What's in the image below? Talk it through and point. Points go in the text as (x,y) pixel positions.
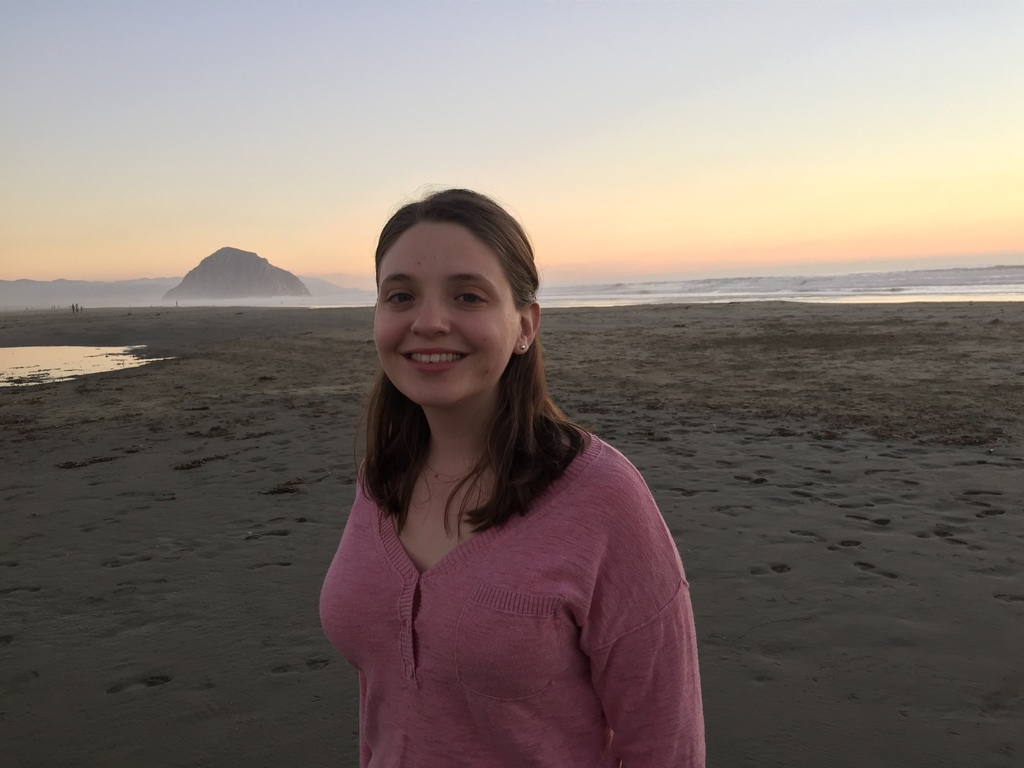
In this image, we can see a person (460,623). We can see the ground (270,462) with some objects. We can see some water (837,280) and a hill (224,256). We can also see the sky (318,214).
